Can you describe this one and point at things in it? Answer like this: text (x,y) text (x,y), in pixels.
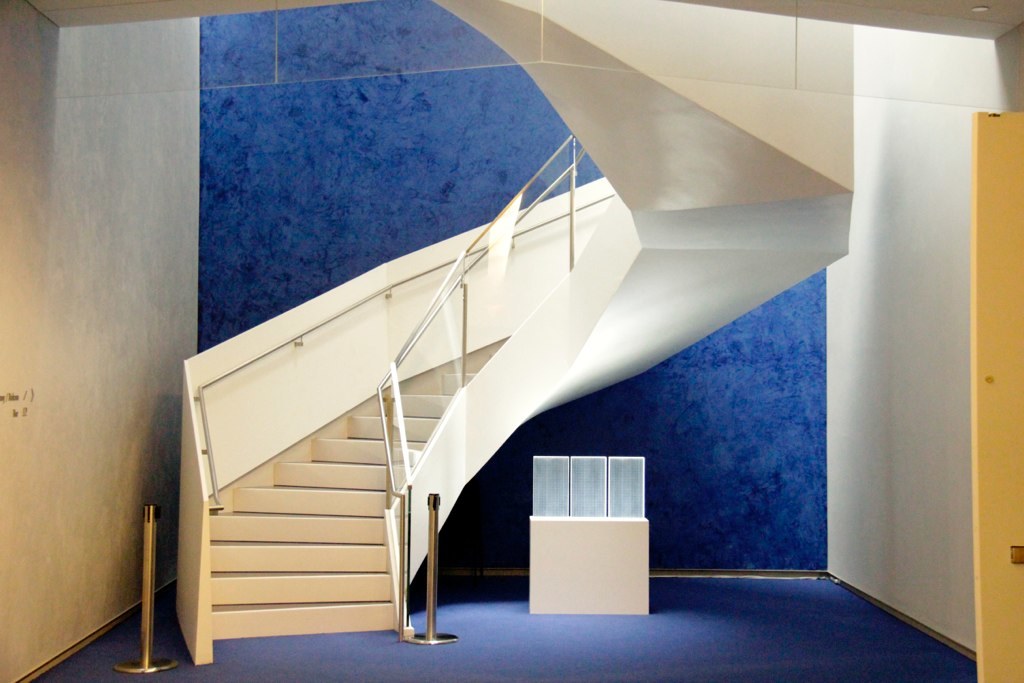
In this picture there is staircase (423,349) on the left side of the image (233,485) and there is a door (975,609) on the right side of the image (1001,264), there is a desk (617,560) in the center of the image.
